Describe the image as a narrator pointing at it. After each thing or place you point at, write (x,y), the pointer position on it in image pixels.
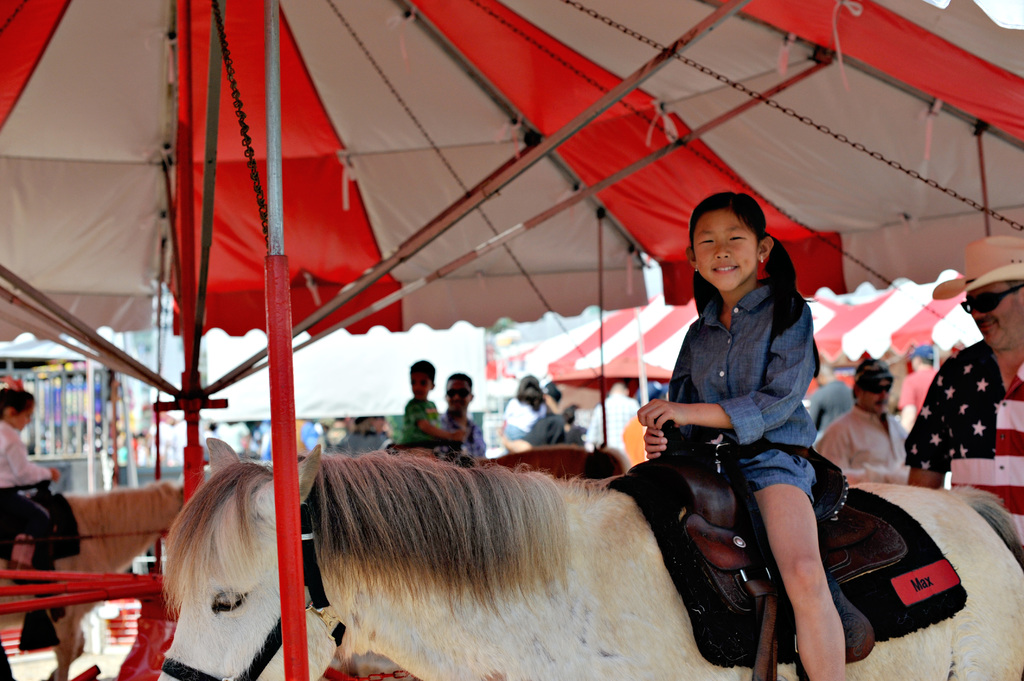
In this image, There is a horse (718,666) which is in white color on that horse (662,558) there is a girl (812,506) sitting and in the backdrop (372,159) there is a shed (440,135) which is in white and red color, There are some people (458,405) standing.
